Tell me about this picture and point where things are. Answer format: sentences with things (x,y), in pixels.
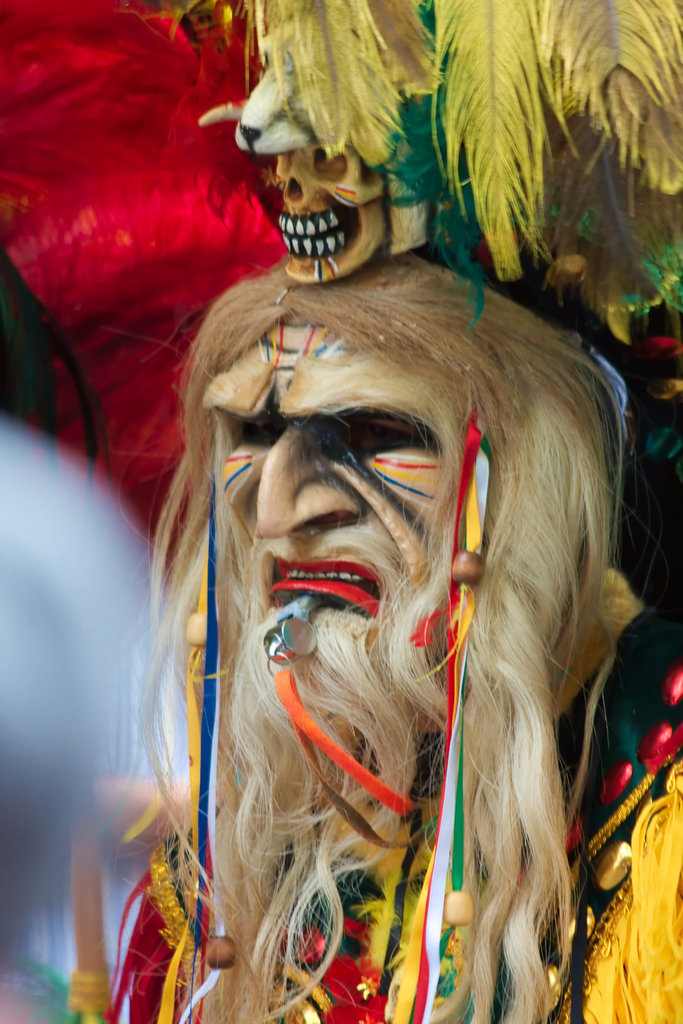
This is the picture of a place (368,471) where we have a person (368,471) with white hair (365,623), painting (361,466) on the face (371,463) and some ribbons like thing (481,485) to the hair (504,550) and also we can a skull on the head (249,383).
